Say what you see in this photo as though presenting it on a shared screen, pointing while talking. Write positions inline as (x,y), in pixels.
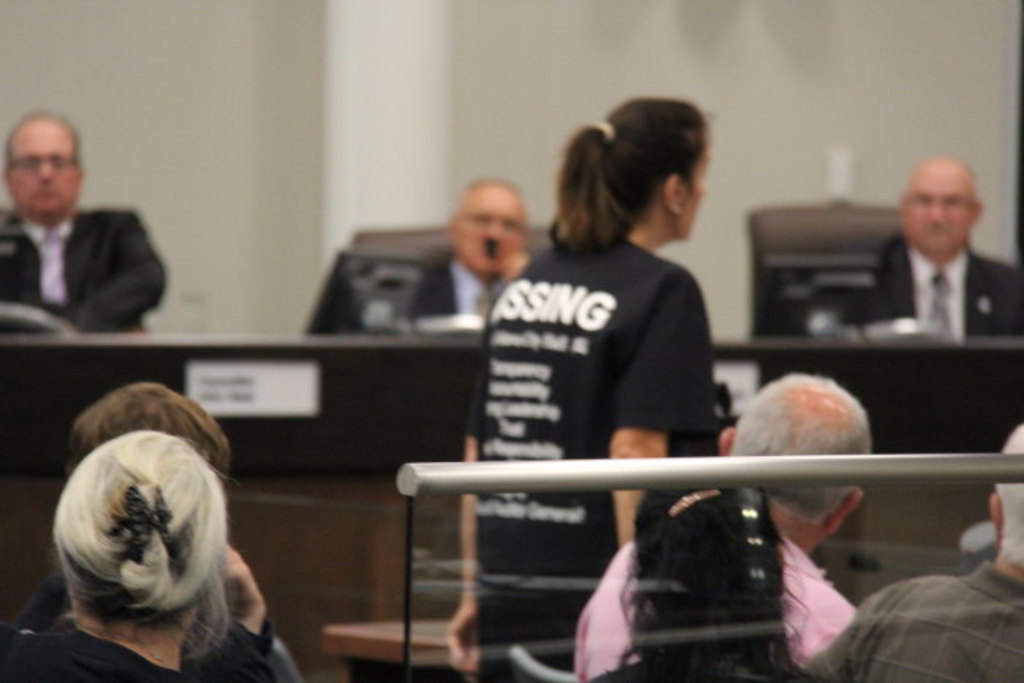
In the image it looks like some office (510,83), some people (223,518) were sitting on the chairs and three men (118,280) were sitting in front of the systems (20,277) and there is a woman (497,365) walking in between the area (670,367).
